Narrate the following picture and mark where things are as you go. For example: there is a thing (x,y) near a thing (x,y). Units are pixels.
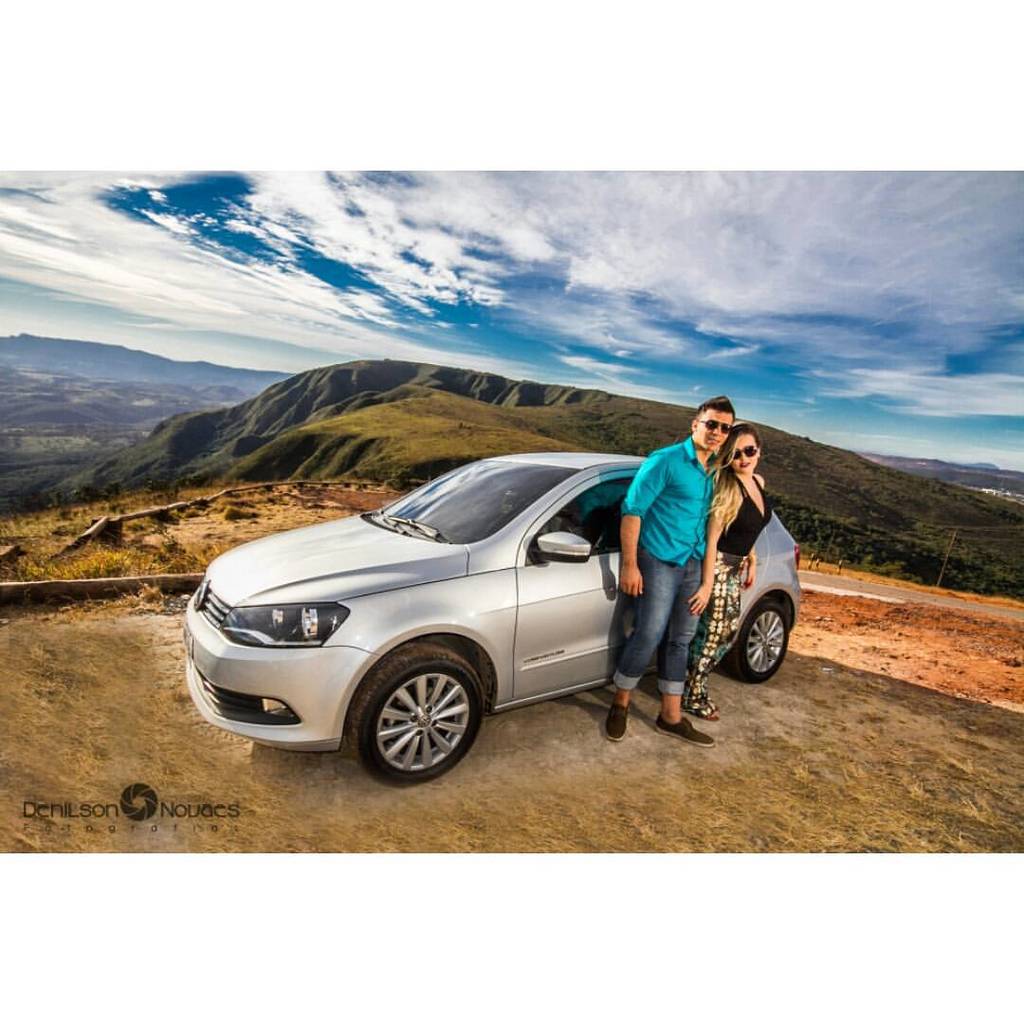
In the picture we can see a man (627,666) and a woman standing near the car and the car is gray in color and in the background (960,468), we can see some grass plants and hills (553,427) and sky (667,334) with clouds (630,348).
